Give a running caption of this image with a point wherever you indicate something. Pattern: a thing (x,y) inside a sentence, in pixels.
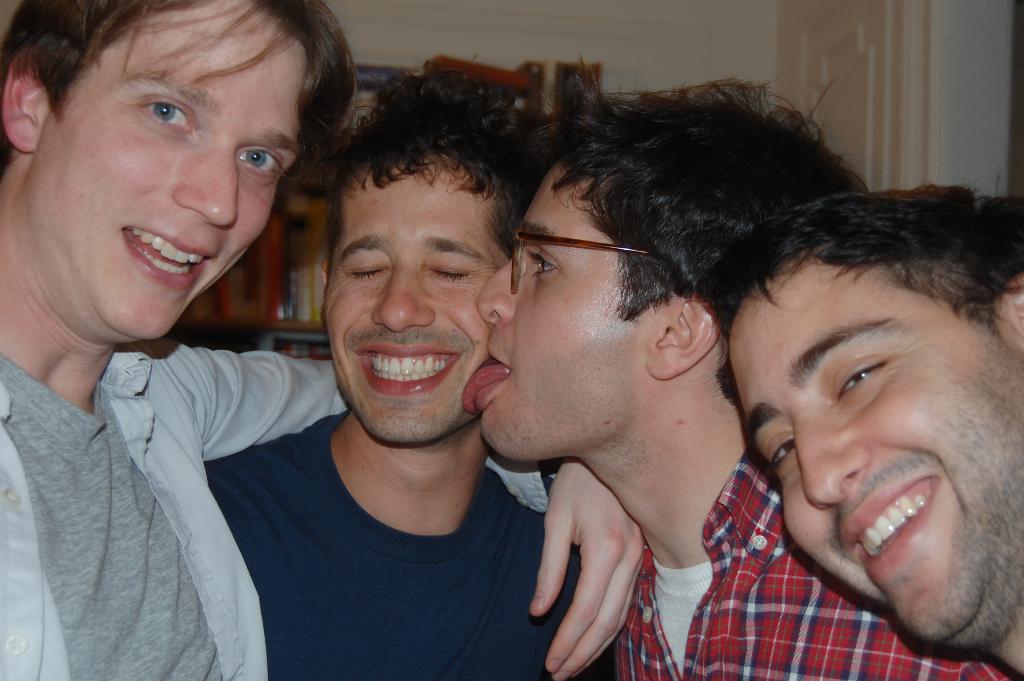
In this image we can see few people (396,438), in the background (316,331) there is a shelf (319,223) with books (287,267) on the shelf (314,232) and there is a door (884,45) and wall (760,57).
